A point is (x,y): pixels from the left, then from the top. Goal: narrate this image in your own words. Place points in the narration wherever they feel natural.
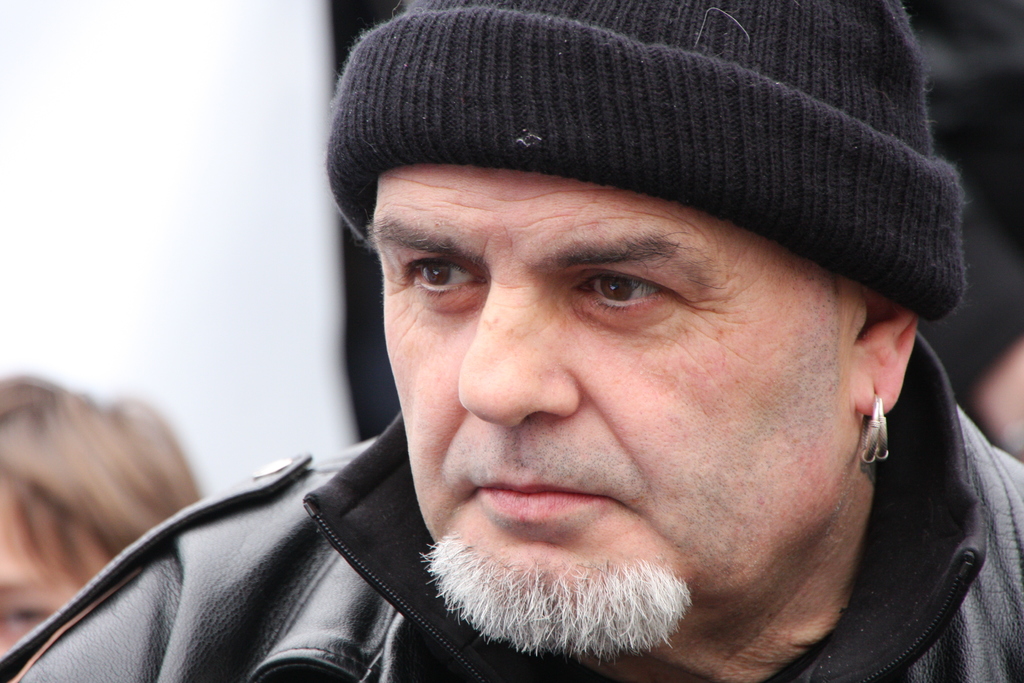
In this image there is a person (528,543) wearing a black jacket (364,544) and a cap (903,86). Behind him there are few persons (146,459).
